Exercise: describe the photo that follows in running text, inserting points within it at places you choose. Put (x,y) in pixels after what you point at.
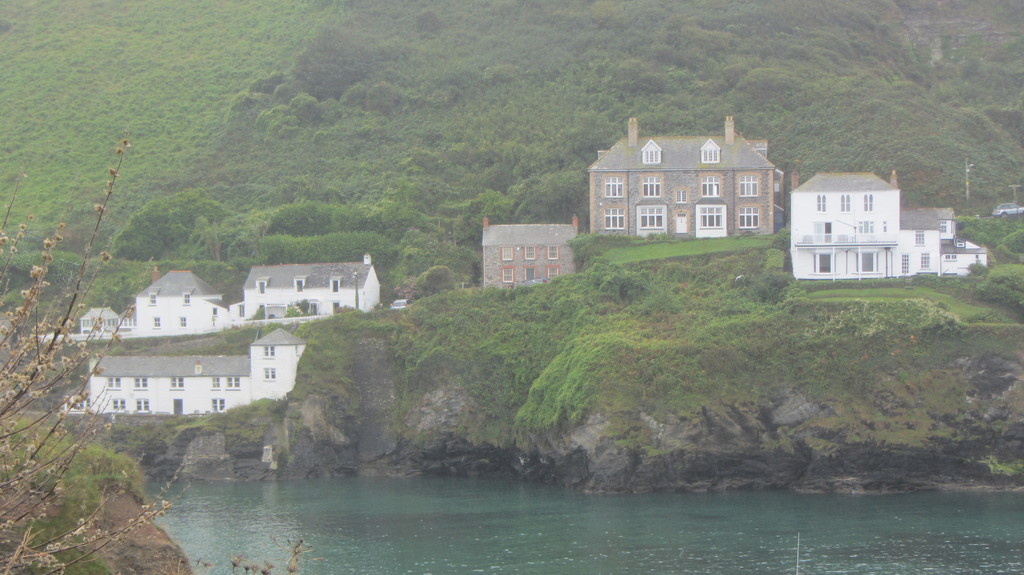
In this image I can see water (823,539), grass (468,341), buildings (505,262) and over there I can see a car (1003,212).
